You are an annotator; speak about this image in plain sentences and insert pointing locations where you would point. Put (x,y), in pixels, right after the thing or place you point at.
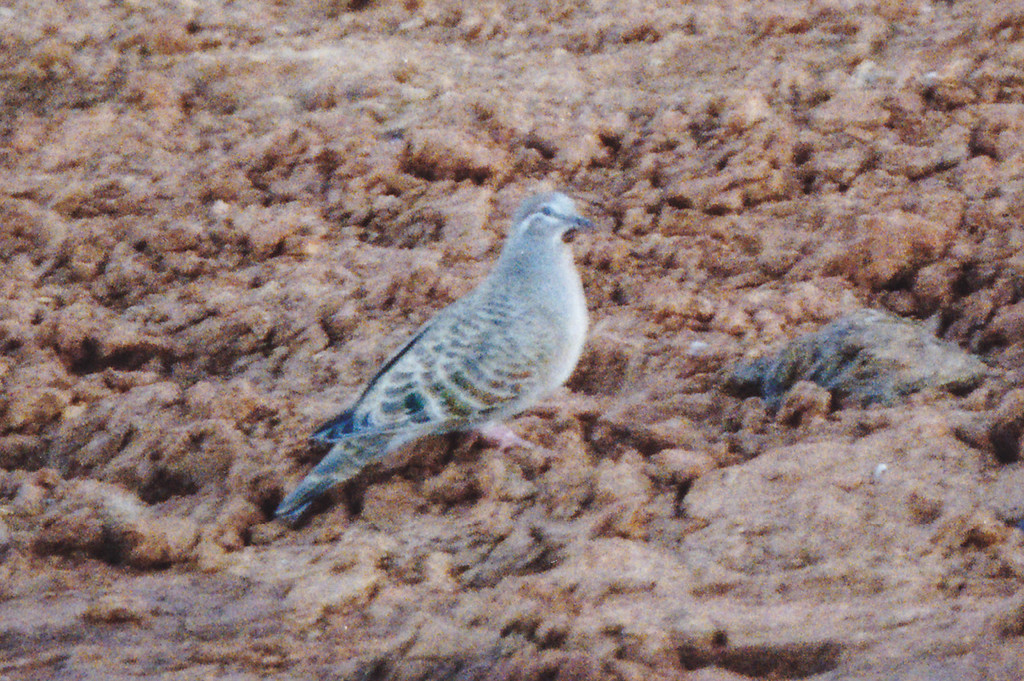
In this picture, we can see a bird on the ground (628,414) we can see some objects (886,370) on the ground (743,350).
